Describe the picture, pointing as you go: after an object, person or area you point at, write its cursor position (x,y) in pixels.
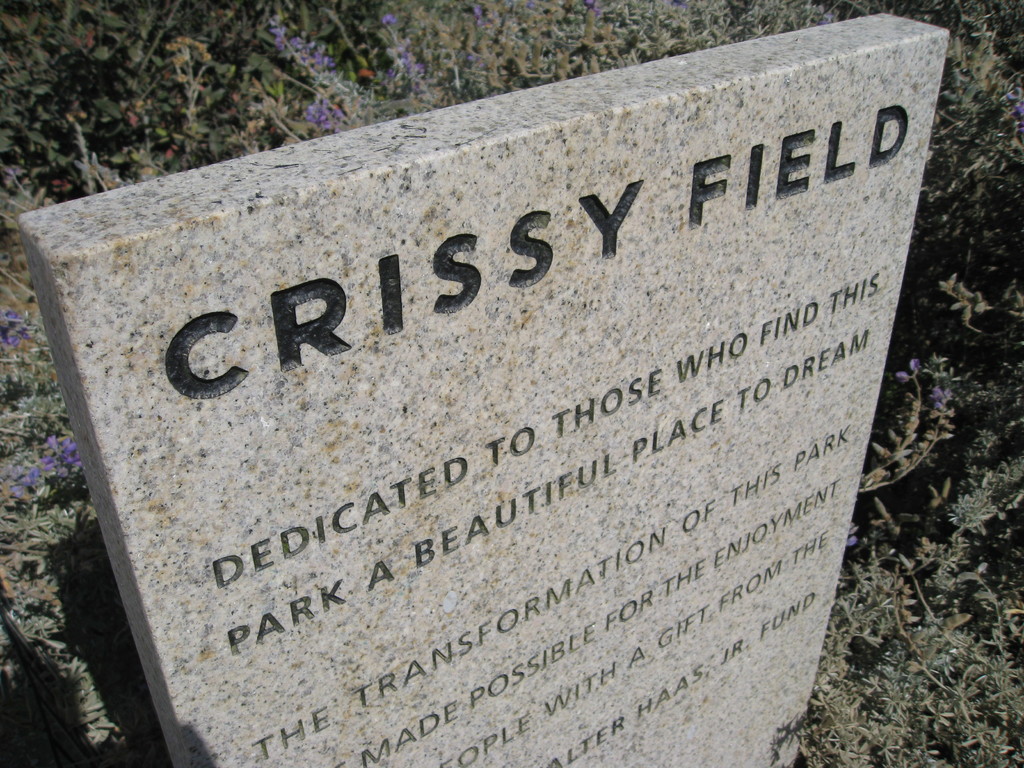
In this picture, we see a headstone (669,512) for a commemorative plaque (602,473) with some text (575,698) written on it. In the background (403,92), we see the plants (403,92) which have flowers (316,65) and these flowers (69,462) are in violet color.
